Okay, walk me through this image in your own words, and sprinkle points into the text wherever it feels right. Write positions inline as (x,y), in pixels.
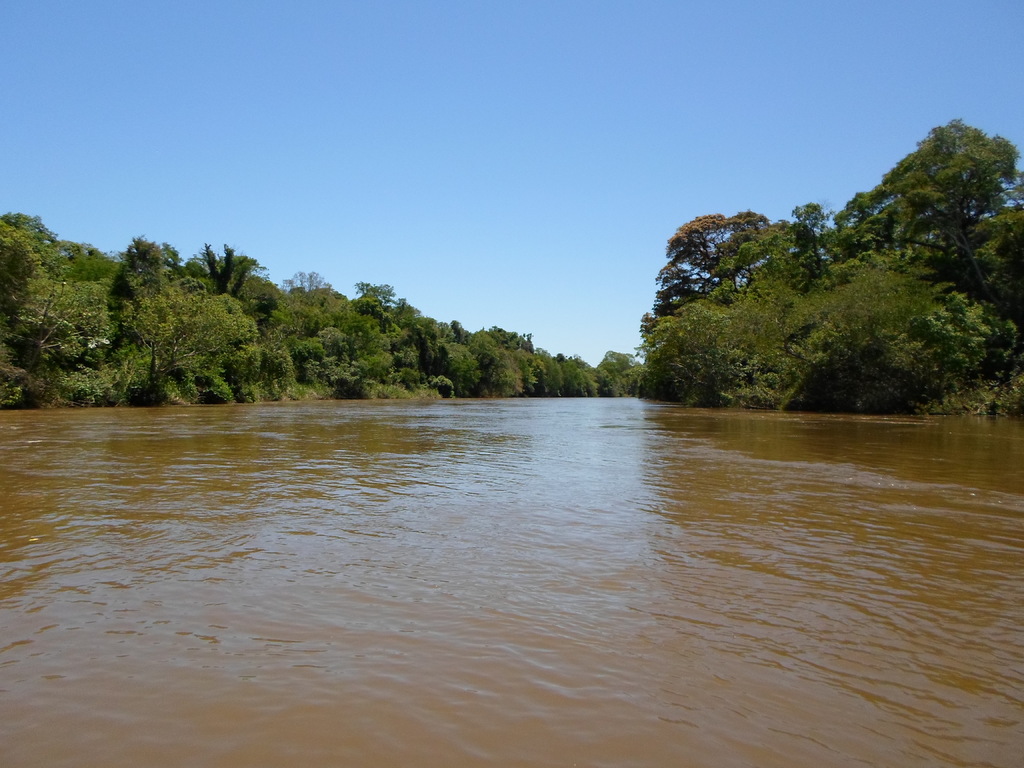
In the picture we can see the water surface (566,750) around it, we can see, full of the trees (999,351) and the sky (303,83).
